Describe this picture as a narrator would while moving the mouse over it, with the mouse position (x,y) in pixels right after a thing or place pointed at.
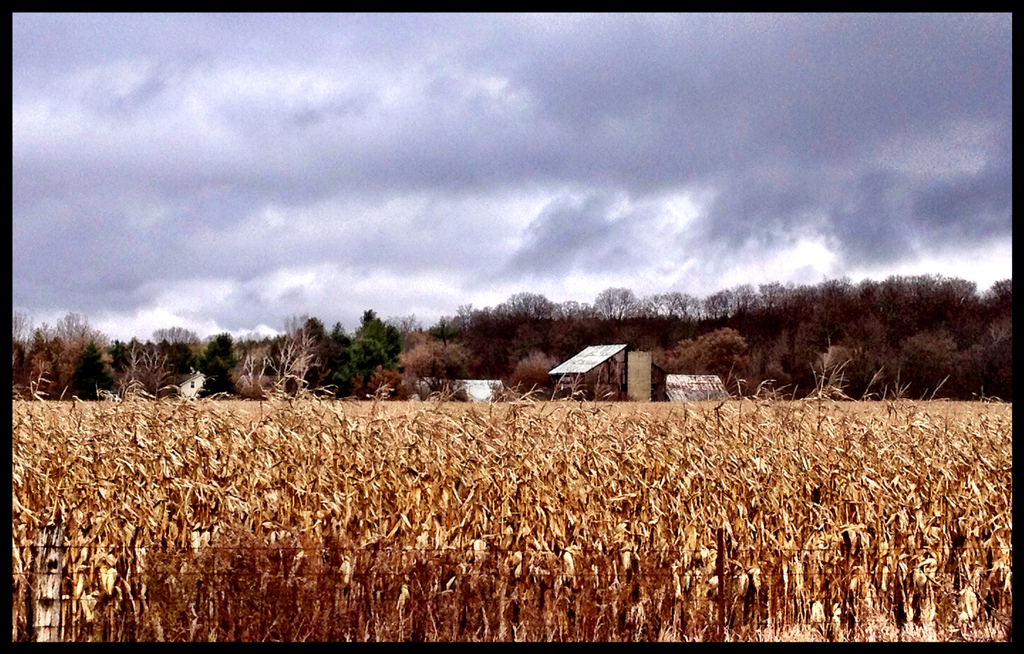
This is an edited image. This image has borders (1016,632). In the center of the image (540,409) there is crop (871,411). In the background of the image (629,323) there are trees (362,345). At the top of the image (931,77) there is sky (296,281) and clouds (898,66).
